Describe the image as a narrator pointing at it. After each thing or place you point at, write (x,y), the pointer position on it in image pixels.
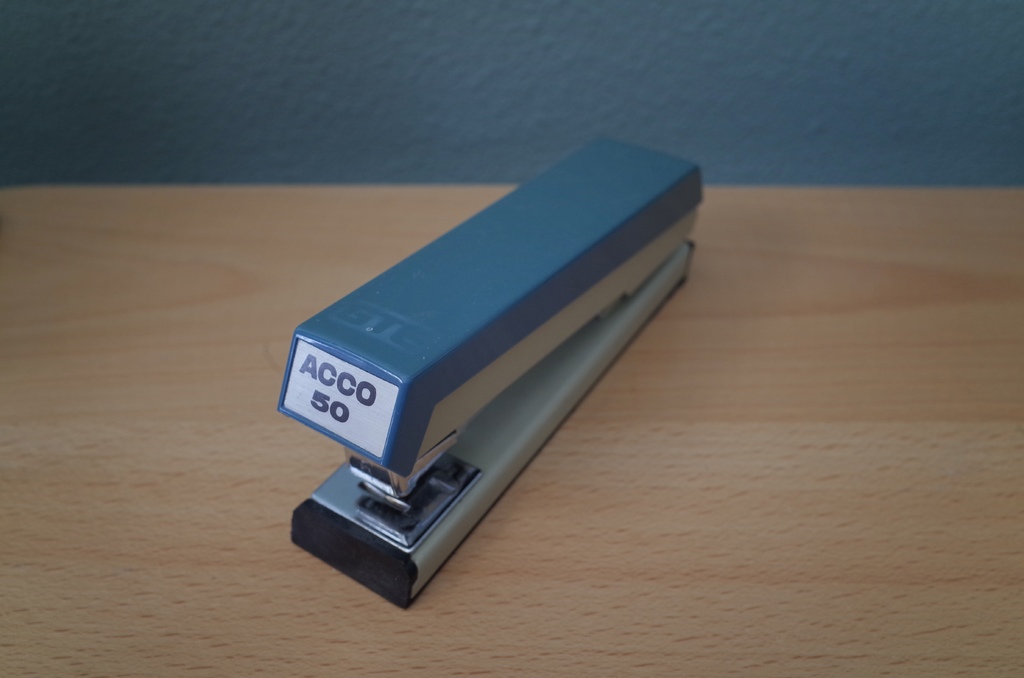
In the foreground of this image (416,588), there is a stapler (394,356) on the wooden surface (724,478). At the top (522,66), there is a wall (334,91).
